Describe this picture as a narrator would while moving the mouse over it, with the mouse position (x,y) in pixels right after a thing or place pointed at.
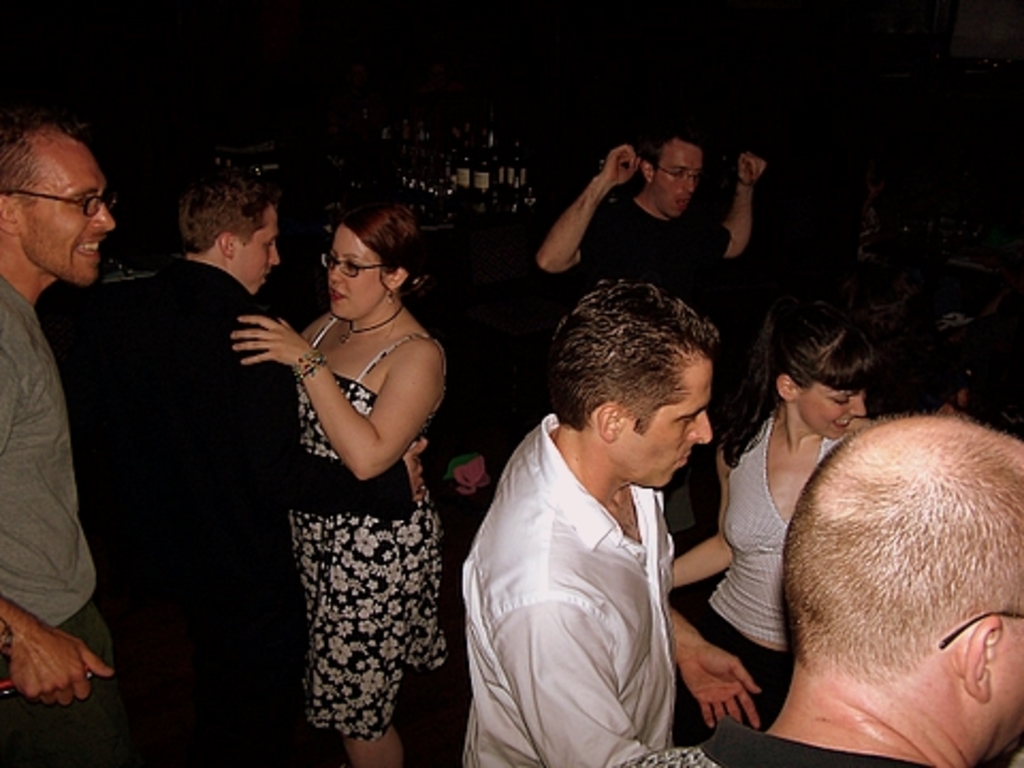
As we can see in the image there are group of people (776,454) here and there and the background (297,88) is dark. In the background (481,226) there is a table (502,225). On table (493,211) there are bottles (514,160).
